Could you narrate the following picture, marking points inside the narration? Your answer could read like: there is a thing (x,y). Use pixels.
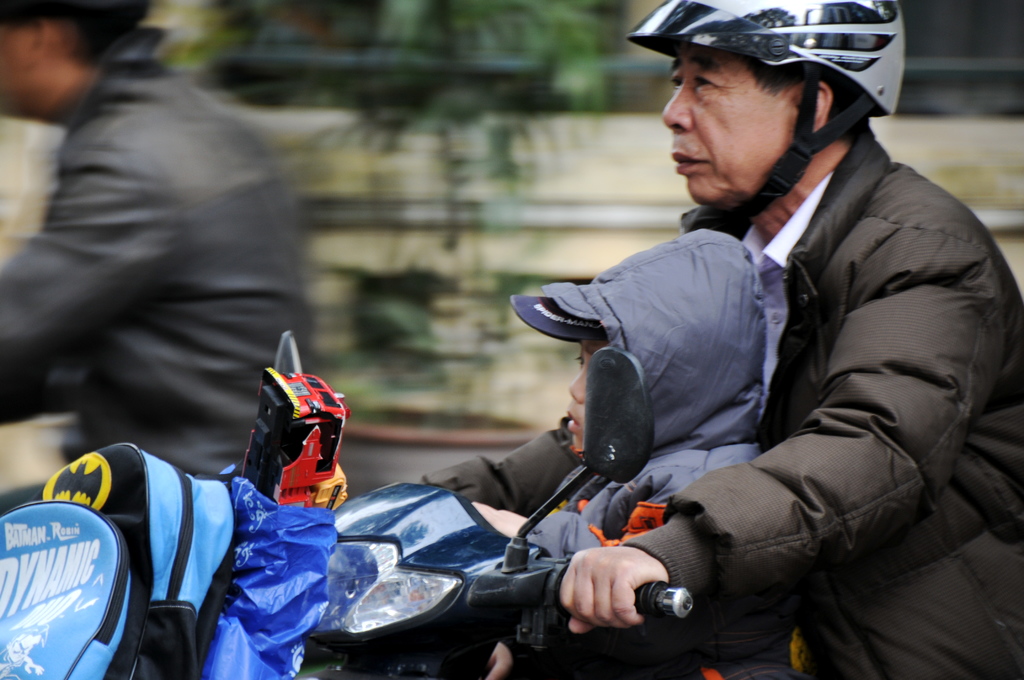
On the right (956,444), two persons (958,429) are sitting on the bike (366,528) and riding a bike (510,598). In the top (502,79) trees (589,68) are visible. In the left bottom (212,485), a bag (191,565) is visible of blue in color. This image is taken on the road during day time.
